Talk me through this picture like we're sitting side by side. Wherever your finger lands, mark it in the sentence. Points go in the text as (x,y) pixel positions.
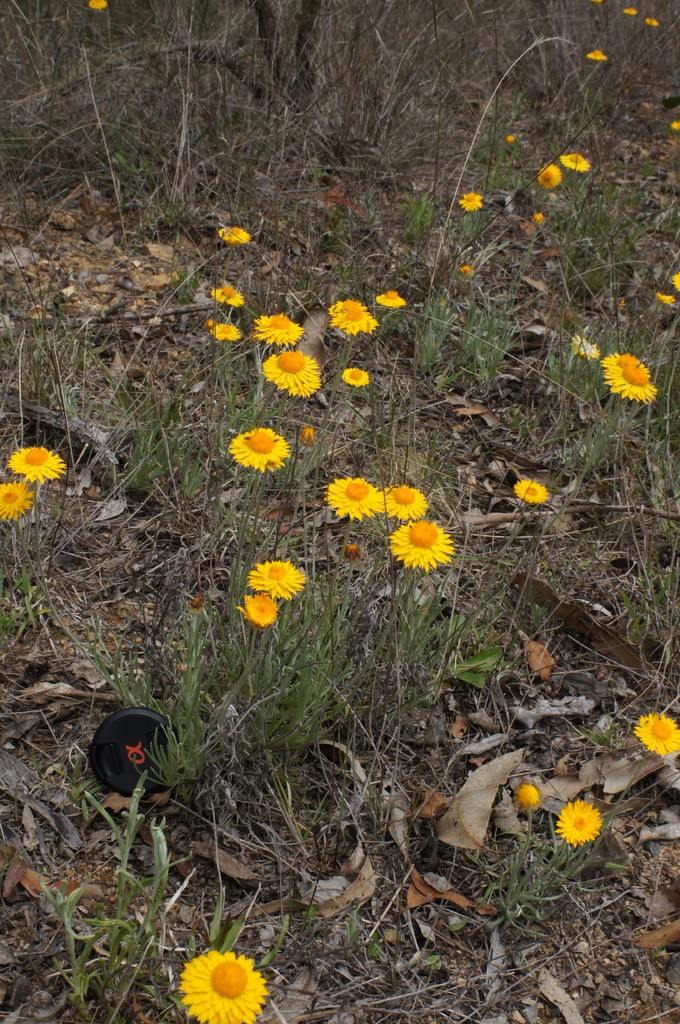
This image is taken outdoors. At the bottom of the image (426,930) there is a ground (450,941) with grass (266,767) and dry leaves (235,863) on it and there are a few flowers (31,482) which are yellow in color.
